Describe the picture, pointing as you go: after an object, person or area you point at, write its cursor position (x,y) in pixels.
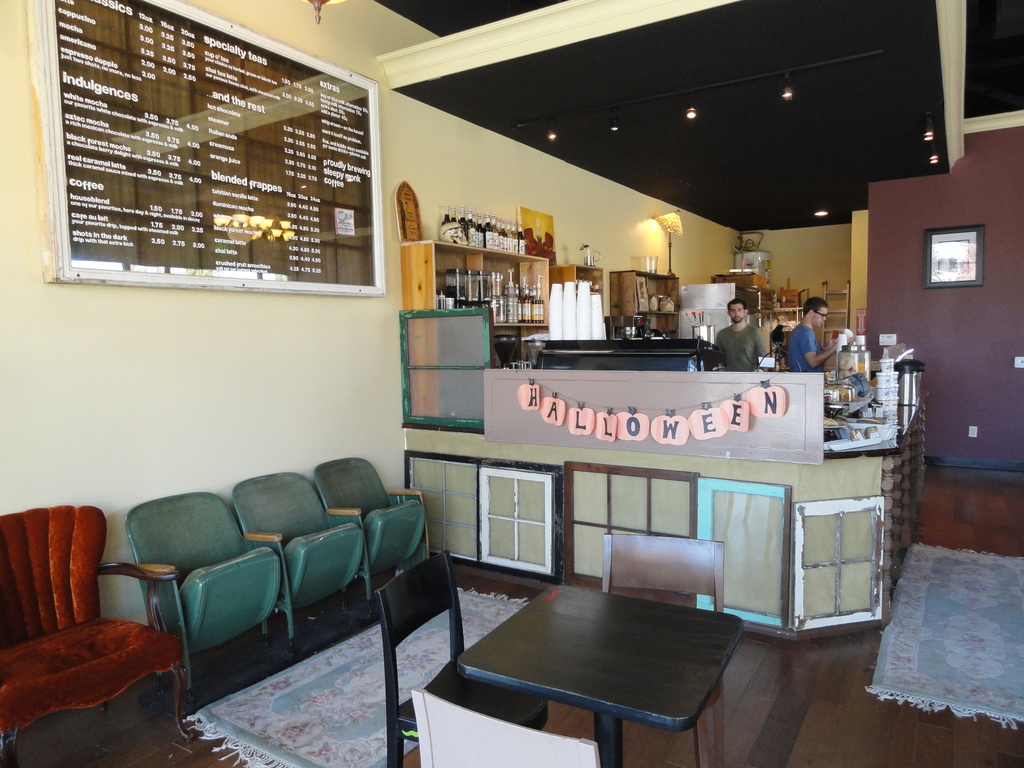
In this image i see chairs (519,740), a table (627,619), board (53,33) and 2 men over here. I can also see few things (871,357) on the countertop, bottles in the racks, cups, wall (944,205), a photo frame (924,257) over here and lights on the ceiling (934,82).
